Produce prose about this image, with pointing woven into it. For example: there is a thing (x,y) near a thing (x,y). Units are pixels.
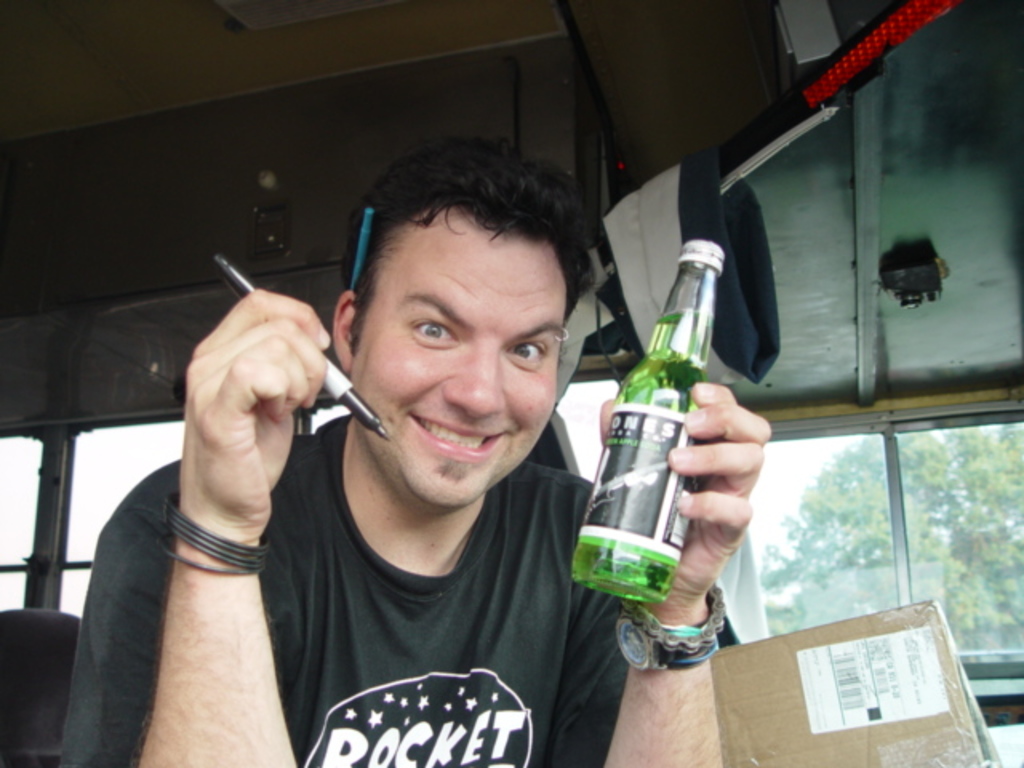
In this picture there is man (732,535) sitting and holding a bottle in his left hand (717,410) and a pen (334,376) with his right hand (319,376) and he is smiling.
